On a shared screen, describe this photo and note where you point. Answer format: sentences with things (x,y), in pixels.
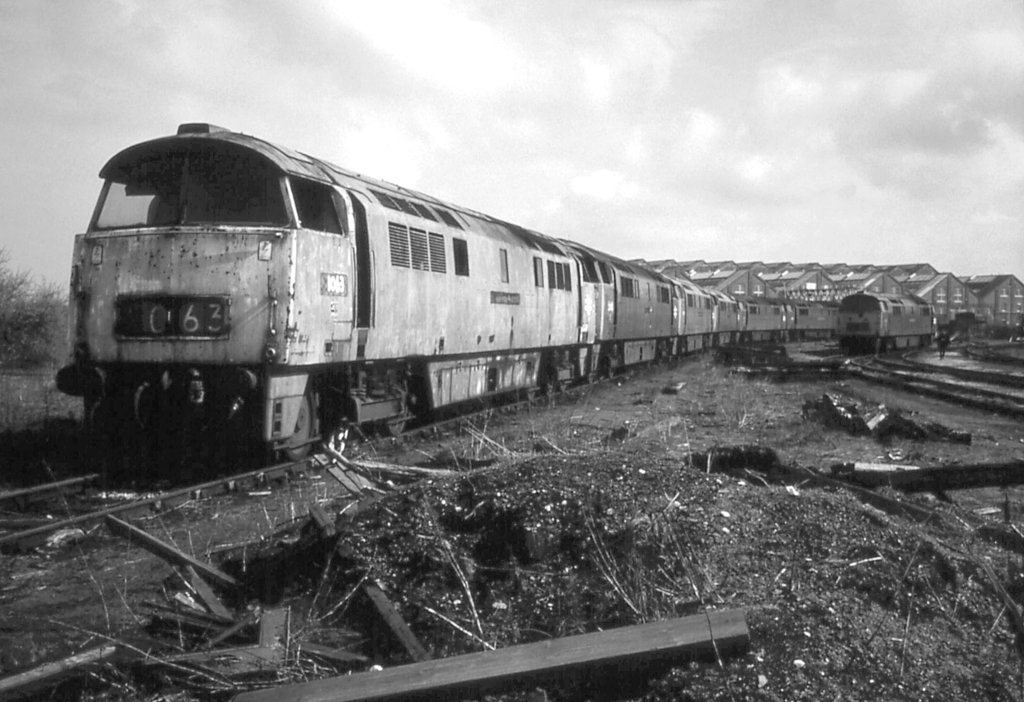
In this picture we can observe a train (235,330) on the railway track (210,488). There is another train (875,350) on the second track (916,385). In the background (813,286) we can observe buildings (827,270). On the left side (15,354) there are some plants (19,377) on the ground (23,429). We can observe a sky (535,120) with some clouds (575,111). This is a black and white image.
